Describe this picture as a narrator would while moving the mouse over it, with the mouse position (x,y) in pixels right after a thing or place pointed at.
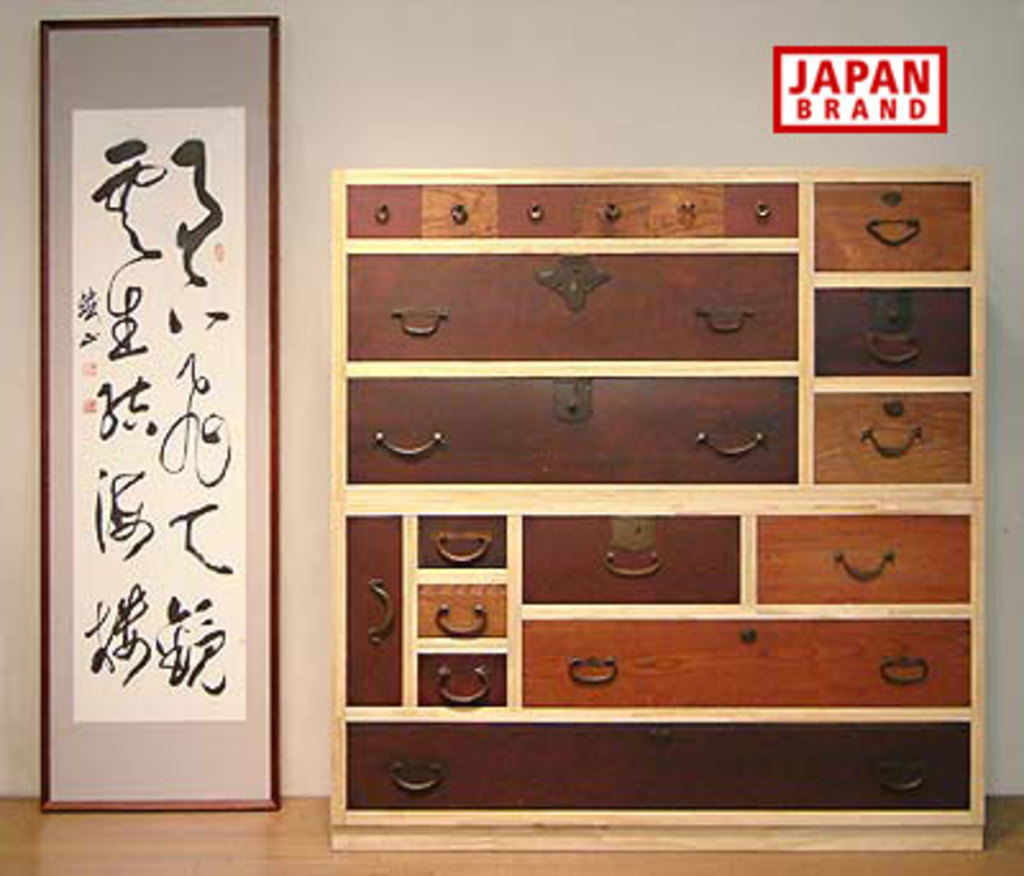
In this image I can see cabinets (481,840) and a narrow photo frame (169,539) on the left (243,643). There is a white wall (562,122) at the back (670,59) and wooden floor (426,860).
